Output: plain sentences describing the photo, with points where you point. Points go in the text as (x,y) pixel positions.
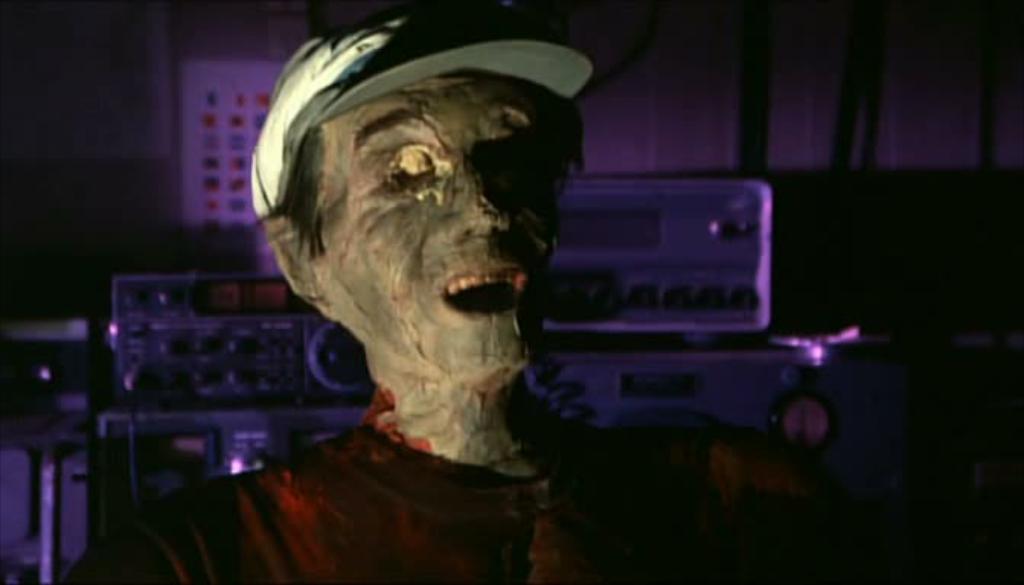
In the center of the image (486,309), we can see a sculpture (482,145) and in the background (274,322), there are instruments (307,335) and some objects (83,434).
